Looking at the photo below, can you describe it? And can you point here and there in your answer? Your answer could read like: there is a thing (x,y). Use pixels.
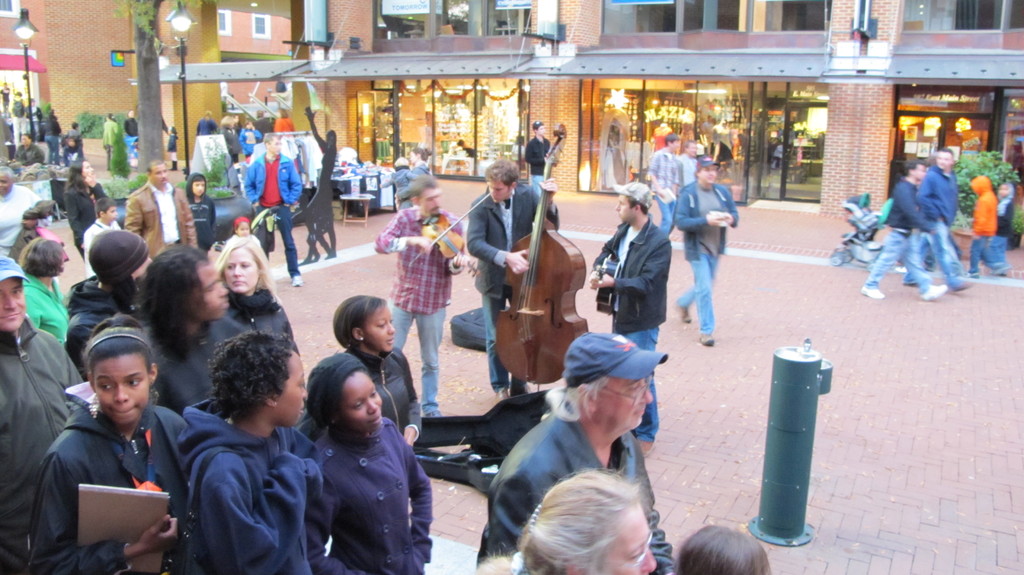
In the image few people (41,549) are standing, walking and holding some musical instruments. Behind them there are some plants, clothes (294,150), tables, poles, trees (153,95) and buildings (357,100).
